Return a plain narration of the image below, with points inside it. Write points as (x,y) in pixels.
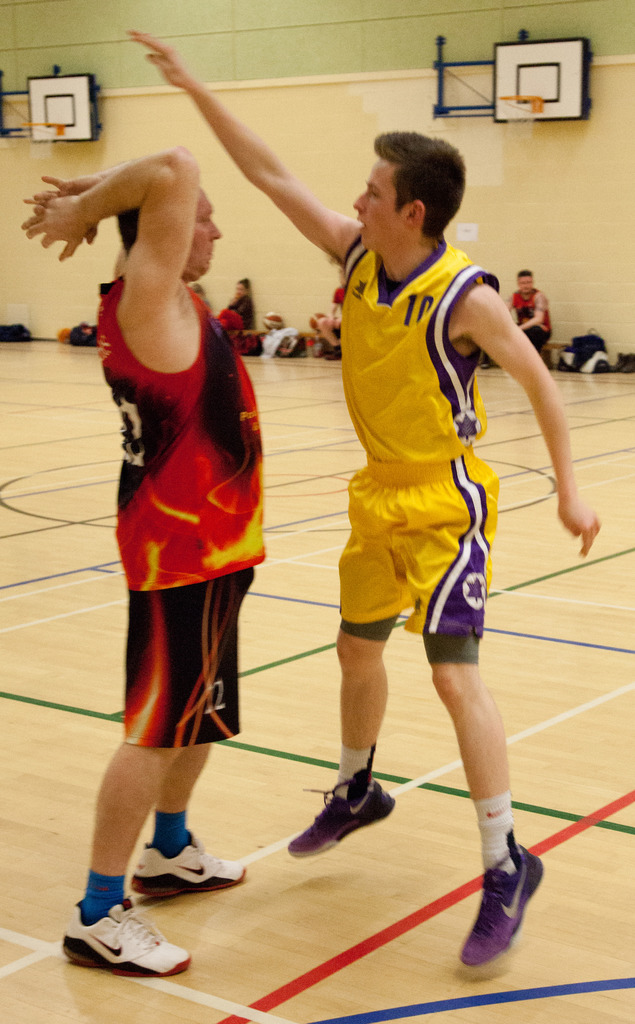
This picture is clicked inside. On the right (434,315) there is a person (410,261) wearing yellow color t-shirt (430,409) and jumping. On the left (205,492) there is another person (190,390) wearing red color t-shirt (205,462) and standing on the ground (225,906). In the background (251,320) we can see the group of people (247,310) and there are some objects (603,339) placed on the ground (329,372) and we can see there are some items (513,73) hanging on the wall (565,167).
